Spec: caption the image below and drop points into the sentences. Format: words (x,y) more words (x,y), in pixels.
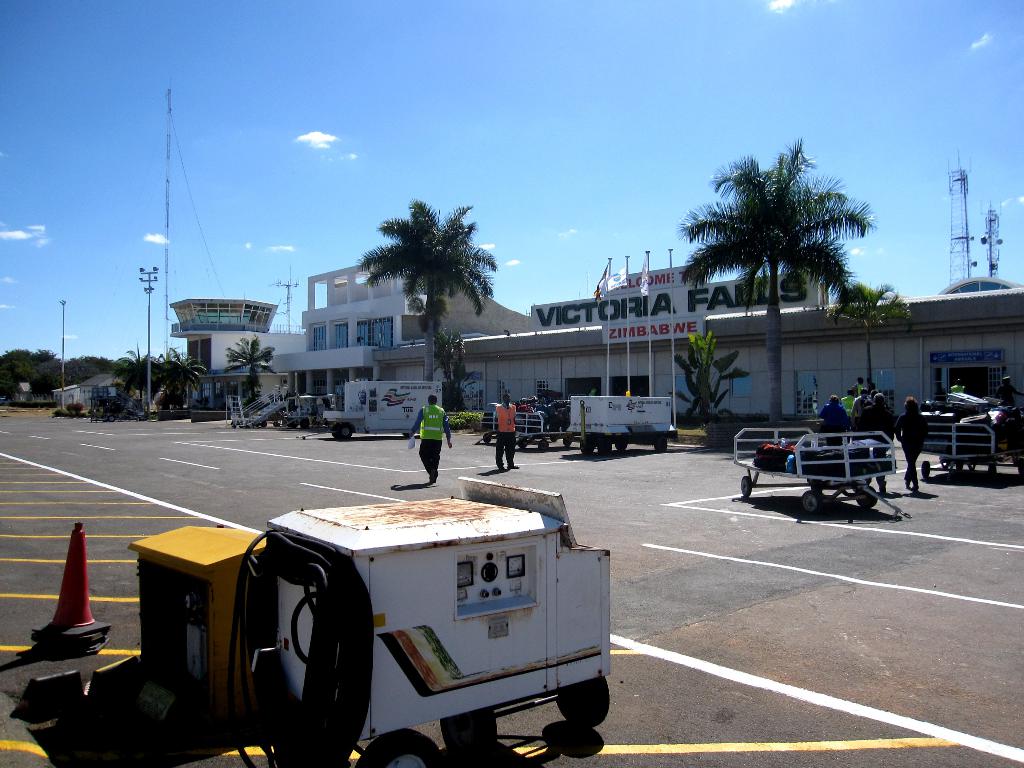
In this picture we can see few carts (587,594), people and a traffic cone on the road (612,582) and in the background (932,1) we can see buildings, trees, poles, flags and the sky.
